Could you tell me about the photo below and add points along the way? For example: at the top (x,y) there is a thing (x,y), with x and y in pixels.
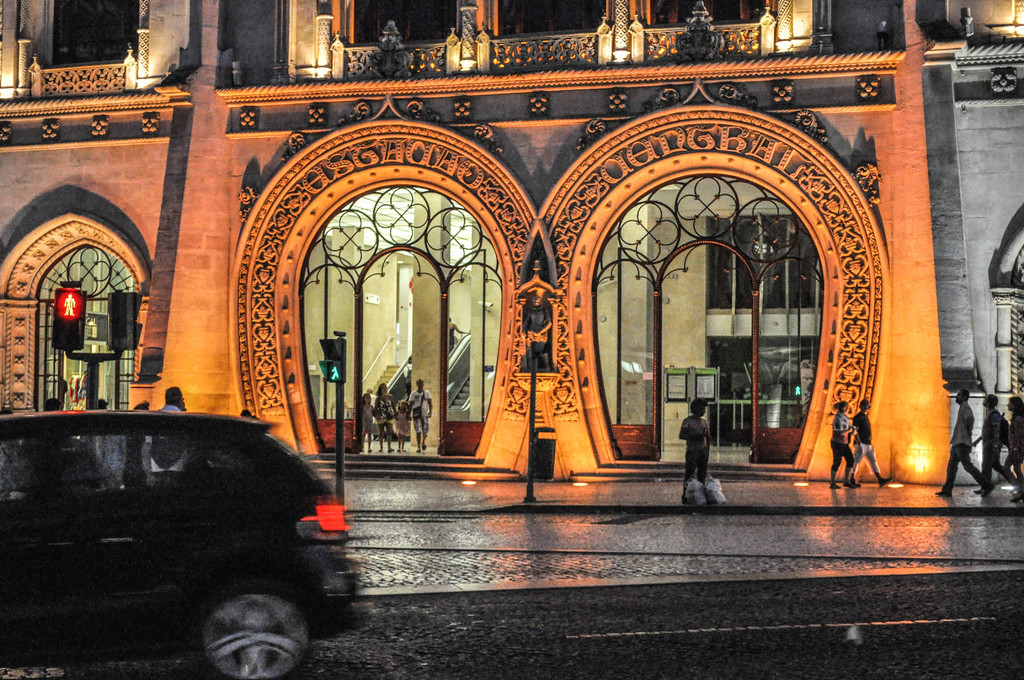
On the left side of the image (279,466) we can see one car (132,564) on the road (418,555). In the background (439,458) there is a building (456,132), wall (164,178), fence (740,39), poles (342,452), sign boards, staircases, lights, few people (423,383) are standing, few people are walking and few people (704,458) are holding some objects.
